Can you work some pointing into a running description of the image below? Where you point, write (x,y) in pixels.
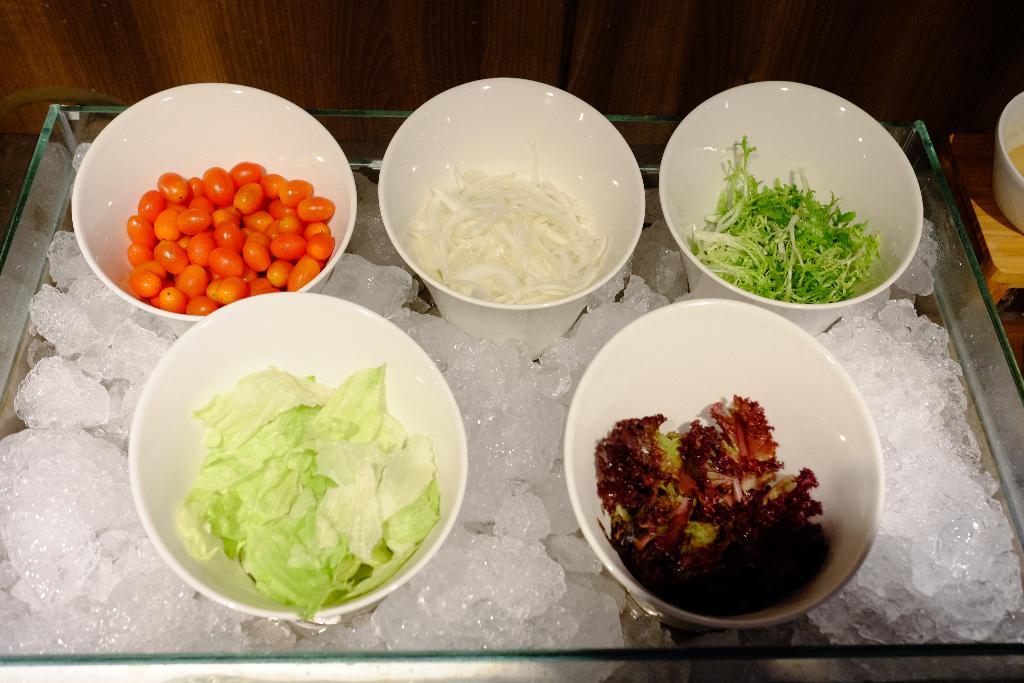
In this image I can see food items (241,284) in a white color bowls (438,421), these bowls (174,492) are on ice pieces (591,585). These ice pieces (452,565) are in a glass tray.
